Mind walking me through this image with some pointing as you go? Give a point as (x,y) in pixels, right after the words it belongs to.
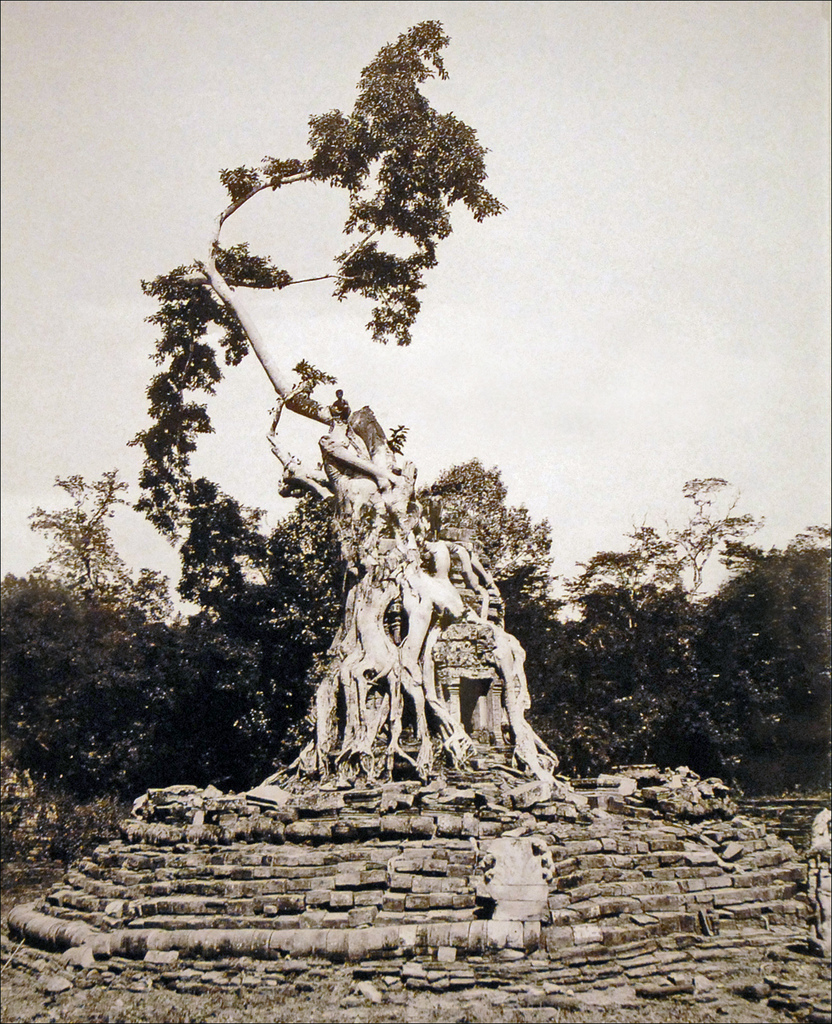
In this picture there is a tree (321,414) on the building (459,712) and there is a person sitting on the tree (365,430). At the back (3,645) there are trees (779,689). At the top (648,154) there is sky (676,153). In the foreground (403,830) there are steps (500,815).
